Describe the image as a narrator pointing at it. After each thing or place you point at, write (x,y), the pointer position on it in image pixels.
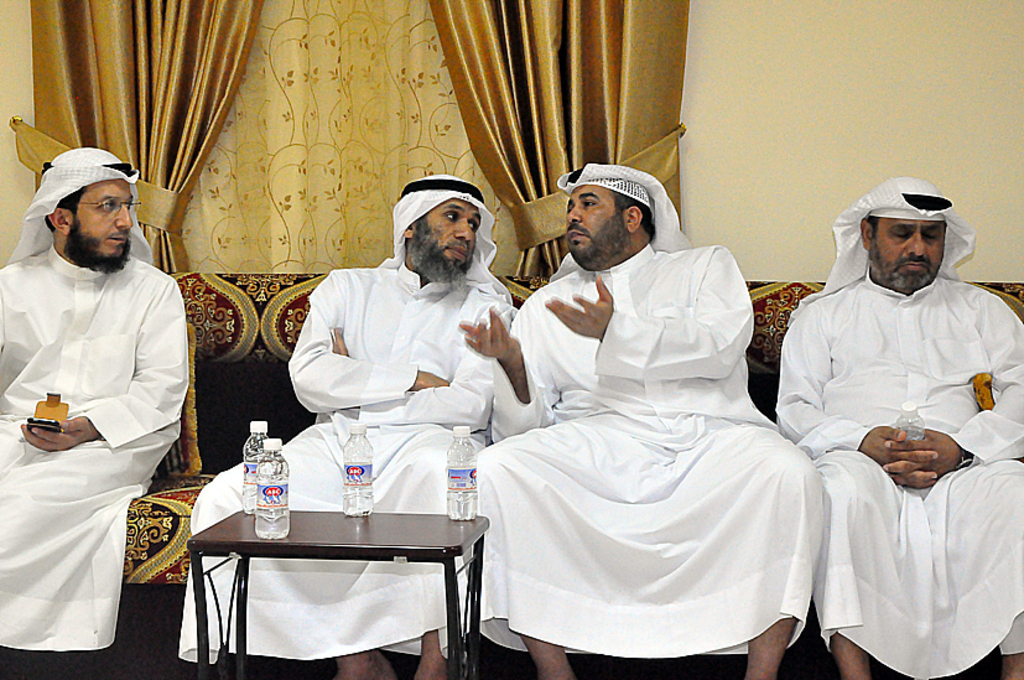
We can see curtains (500,139), wall (868,119) on the background (793,141). We can see four men (502,356) sitting on the sofa (241,404) in front of a table (399,531) and on the table (411,517) we can see four water bottles (268,488). This man (133,417) is holding a mobile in his hand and he is holding a water bottle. These both men (533,387) are talking.
